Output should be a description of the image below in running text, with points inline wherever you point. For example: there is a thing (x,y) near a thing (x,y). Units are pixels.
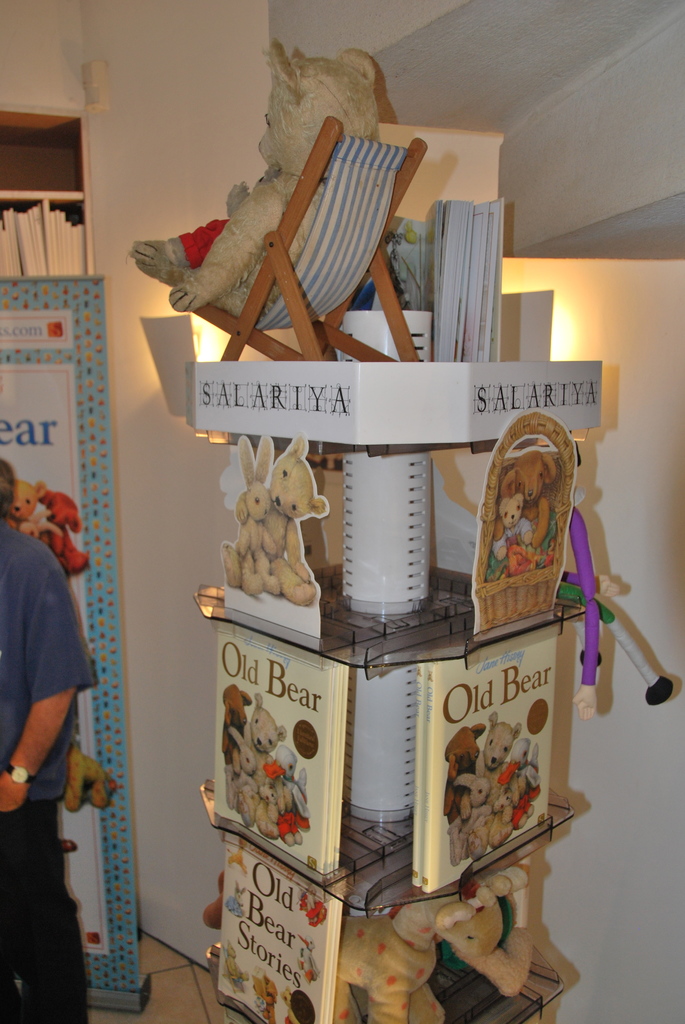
In this image we can see a rack (239,826) with some books (463,330), soft toys (489,931) and some other objects (510,509) and on the left side of the image (21,1017) we can see a person (49,1023). We can see a poster (53,464) with some text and pictures (55,520).
